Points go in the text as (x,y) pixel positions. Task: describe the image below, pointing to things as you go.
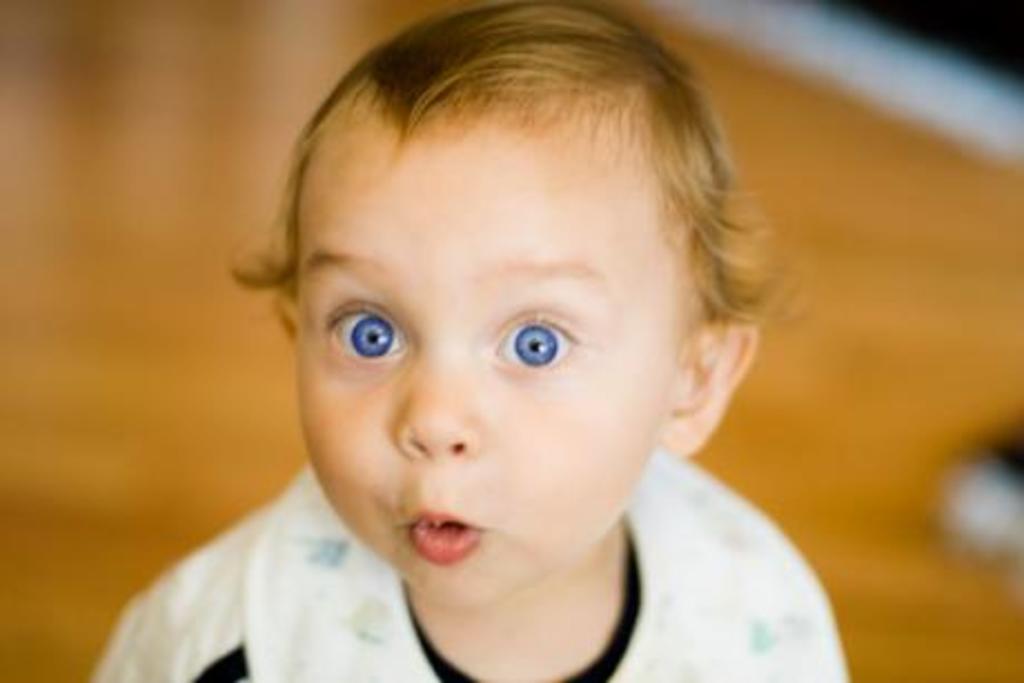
In the image there is a baby (438,341) with blue eyes (386,342) and golden hair (638,136) with pouty mouth (444,535) and in the back (838,435) it's a wooden floor (843,362).
